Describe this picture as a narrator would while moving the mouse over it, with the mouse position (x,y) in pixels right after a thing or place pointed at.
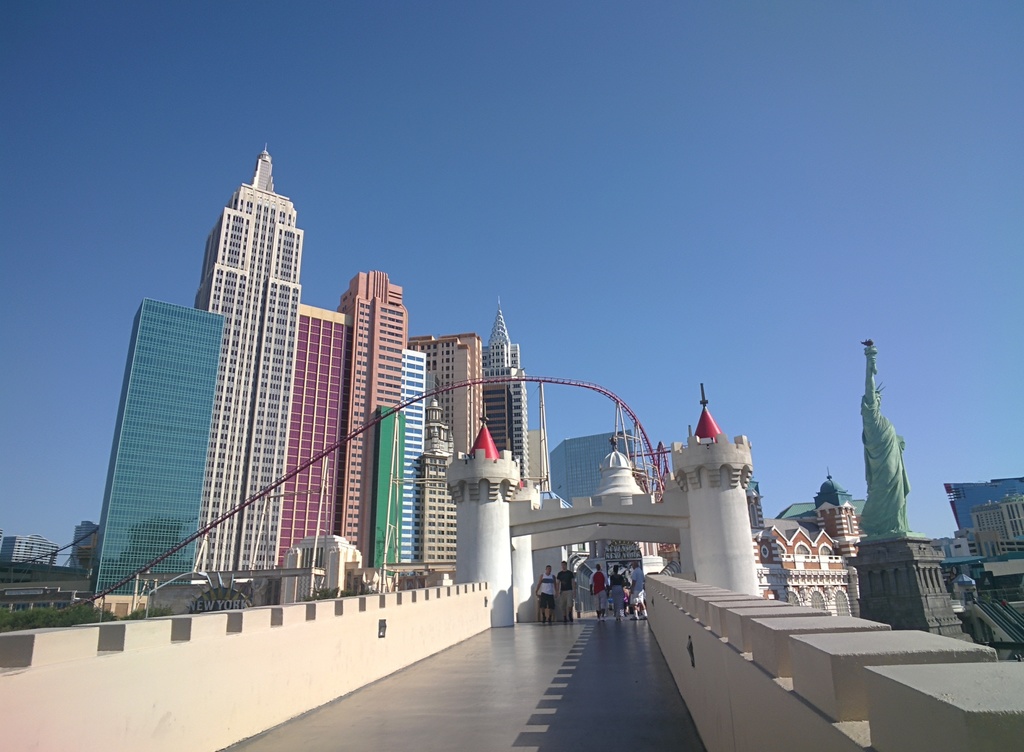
In the center of the picture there is a walk way (588,646) and there are people (615,586) walking on it. On the right (876,462) there are buildings (952,551) and statue of liberty (893,463). In the center of the background (368,391) there are buildings (369,419), roller coaster (393,410) and other objects (163,583). On the left (67,625) there are trees (56,612) and buildings (29,541). Sky (506,106) is sunny.
